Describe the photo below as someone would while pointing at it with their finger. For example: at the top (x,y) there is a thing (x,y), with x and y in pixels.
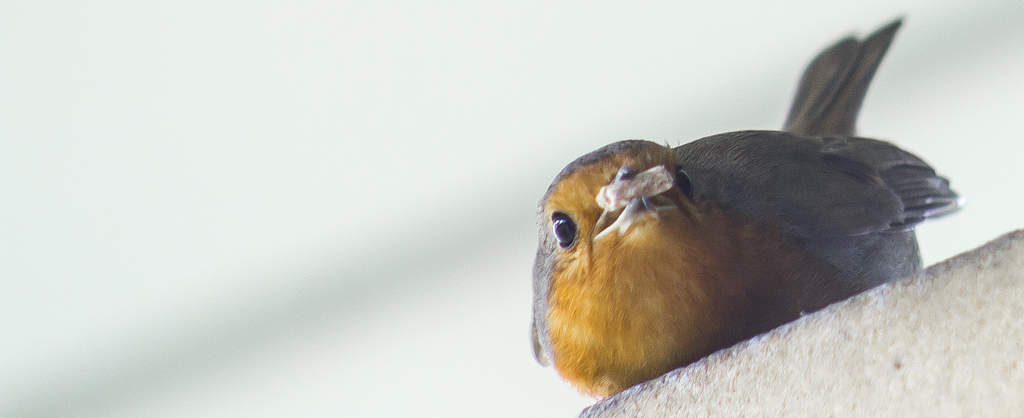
In this image we can see a bird (657,343) on the wall (698,365).
